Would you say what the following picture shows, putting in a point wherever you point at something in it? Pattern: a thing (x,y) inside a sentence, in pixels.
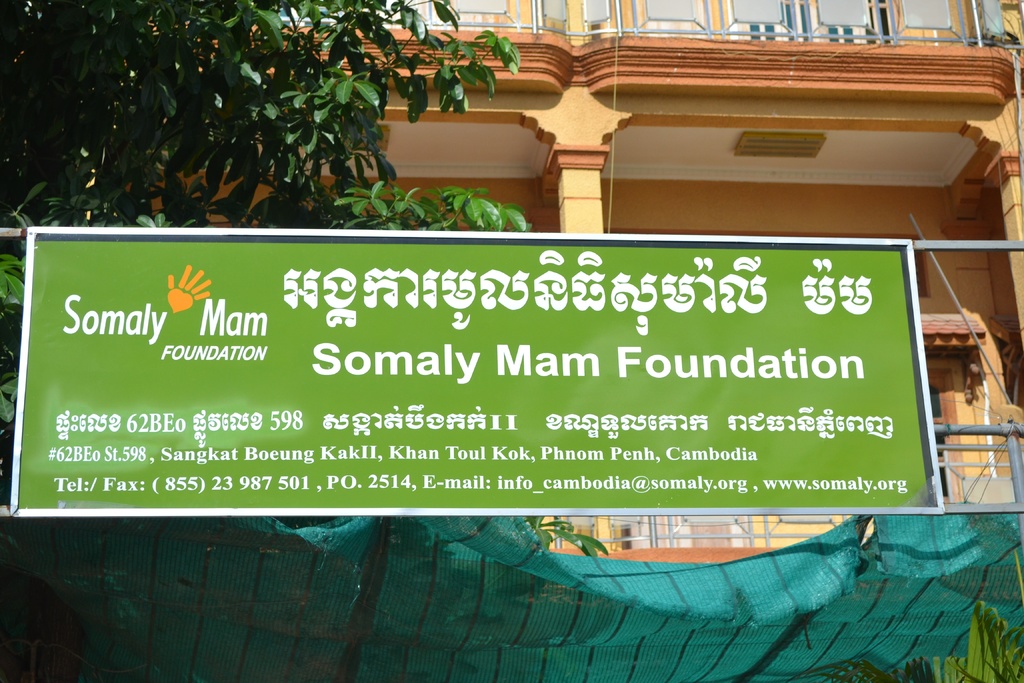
In this image I can see the board (334,364) in green color and the board (620,439) is attached to the pole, background (628,641) I can see the cloth (569,641) in green color, the building (697,117) in brown and cream color and few plants (173,95) in green color.
